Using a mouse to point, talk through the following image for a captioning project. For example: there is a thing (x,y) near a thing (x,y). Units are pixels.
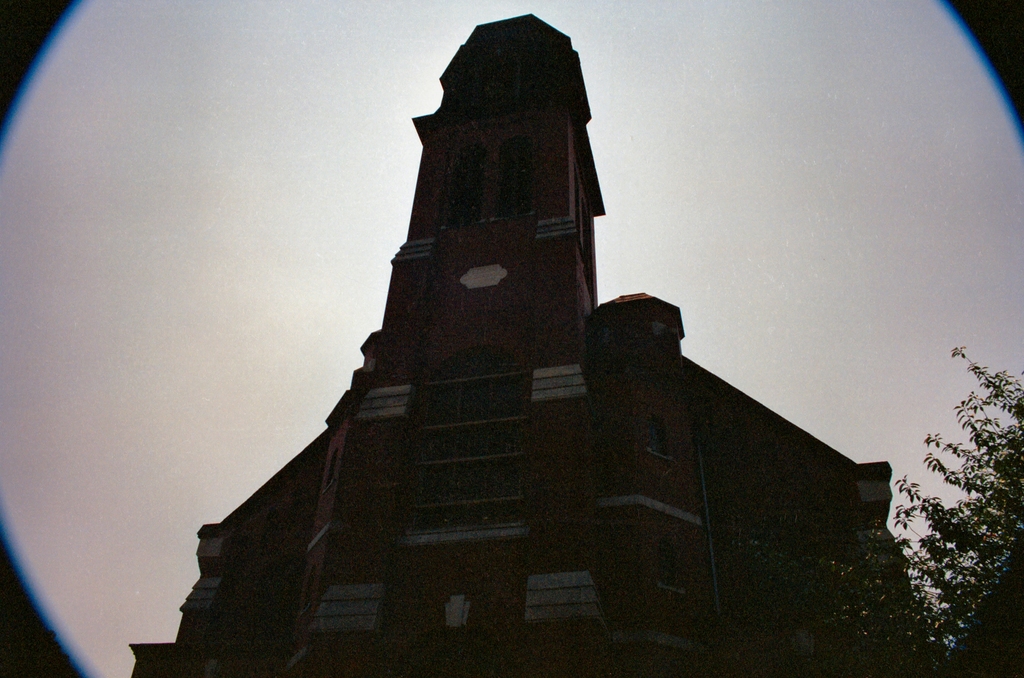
There is a building (430,502) with windows (430,485). In the background (398,226) it is white. In the right bottom corner (922,578) there is a tree (906,544).
